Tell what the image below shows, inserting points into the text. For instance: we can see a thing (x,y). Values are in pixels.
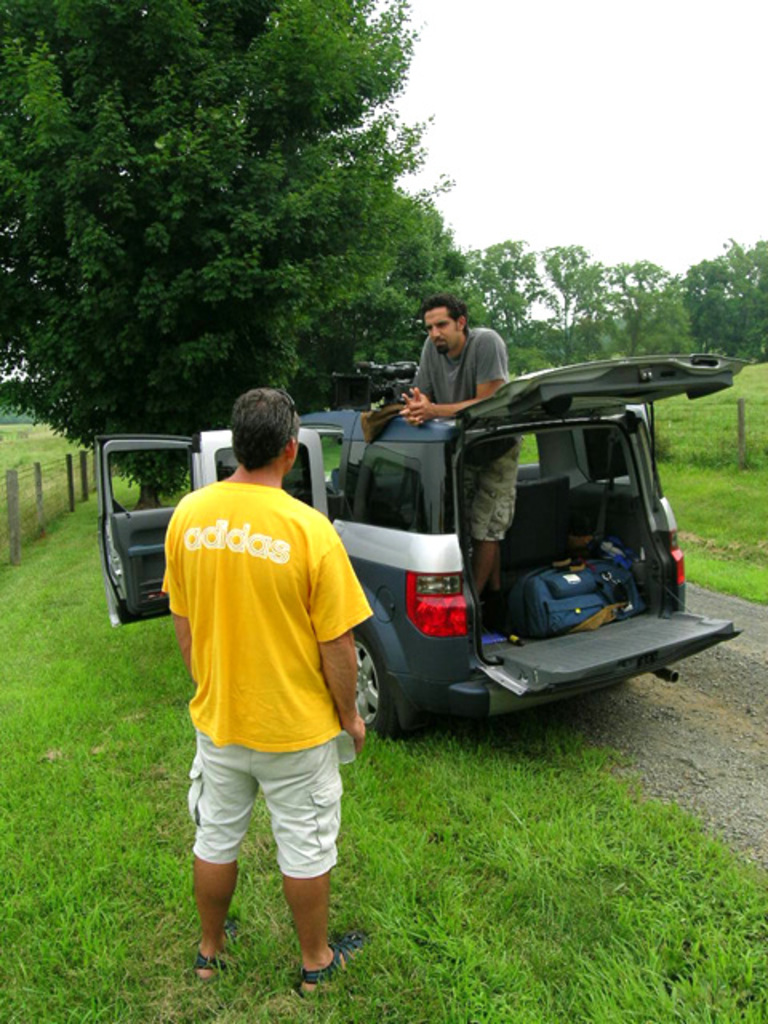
In front of the picture, the man (235,687) in yellow T-shirt (284,739) is standing on the grass (238,951). At the bottom of the picture (402,868), we see grass (488,819). In front of him, we see the man (443,371) in grey T-shirt (442,383) is standing in the car (453,532). Beside him, we see a blue color bag (533,596) is placed in the car (413,579). On either side of the picture, we see a fence (15,493). There are trees (232,251) in the background (245,156). In the right top of the picture (550,67), we see the sky (555,201).
